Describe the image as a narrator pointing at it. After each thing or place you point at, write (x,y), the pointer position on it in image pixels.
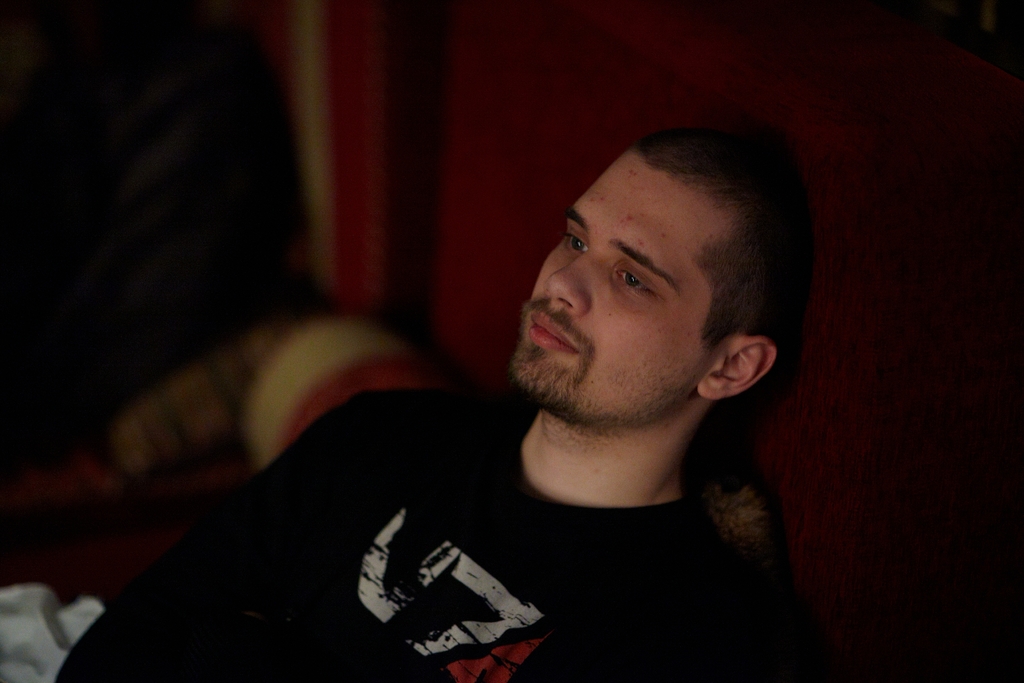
In the image we can see a man (561,469) wearing clothes (450,495) and the background (370,236) is dark.
